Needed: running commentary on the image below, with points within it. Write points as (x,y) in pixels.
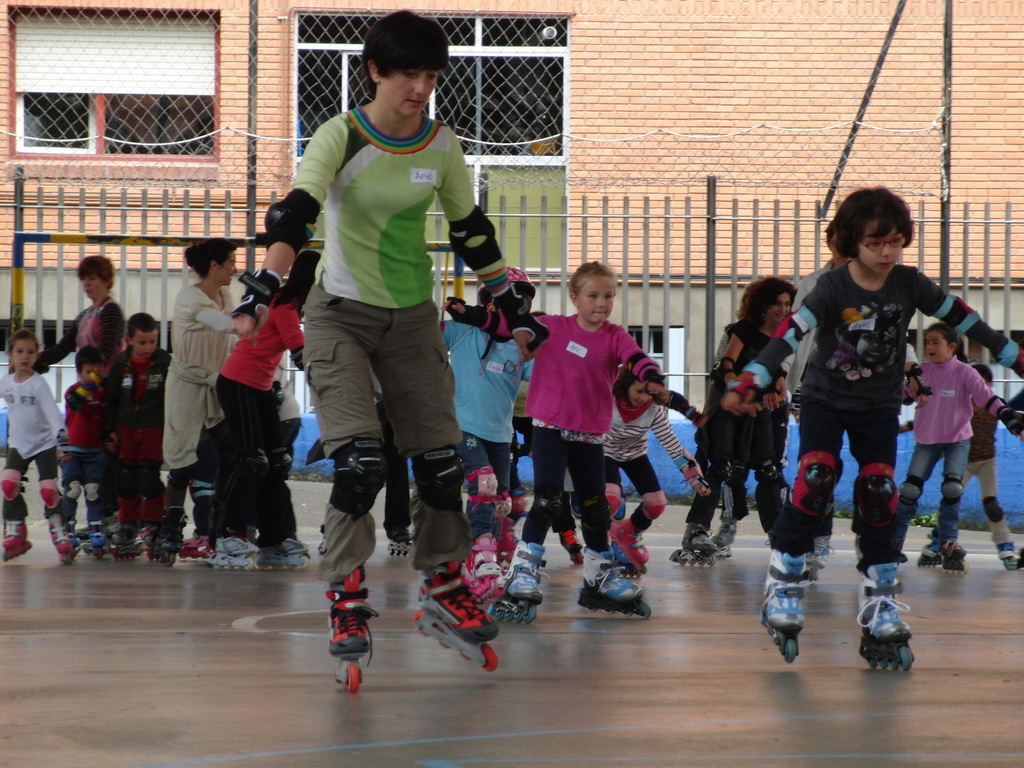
In this image, we can see persons (376,241) and kids (93,403) skating on the floor (313,659). There is a fencing (634,276) in the middle of the image (681,334). In the background of the image (977,268), we can see a wall (724,241) contains windows (560,123). There is a pole (875,75) in the top right of the image (947,99).
